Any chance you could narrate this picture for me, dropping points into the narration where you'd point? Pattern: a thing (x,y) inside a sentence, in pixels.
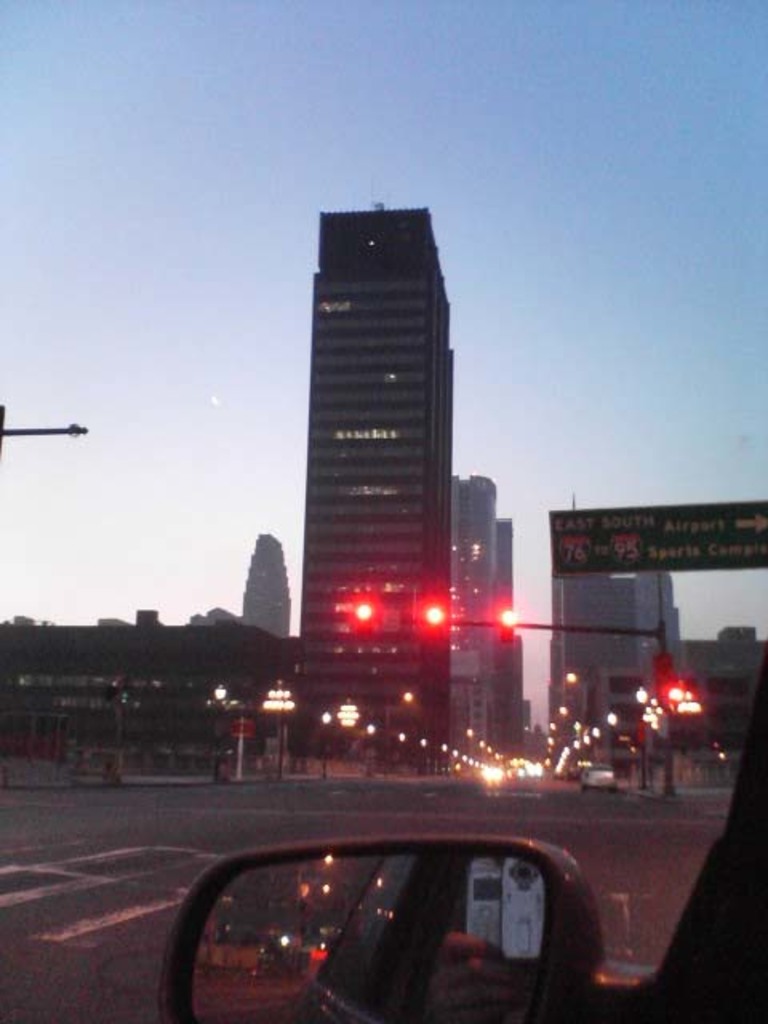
In this image we can see some skyscrapers (447,518) and some vehicles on the road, there is a street light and the lights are in red color.
